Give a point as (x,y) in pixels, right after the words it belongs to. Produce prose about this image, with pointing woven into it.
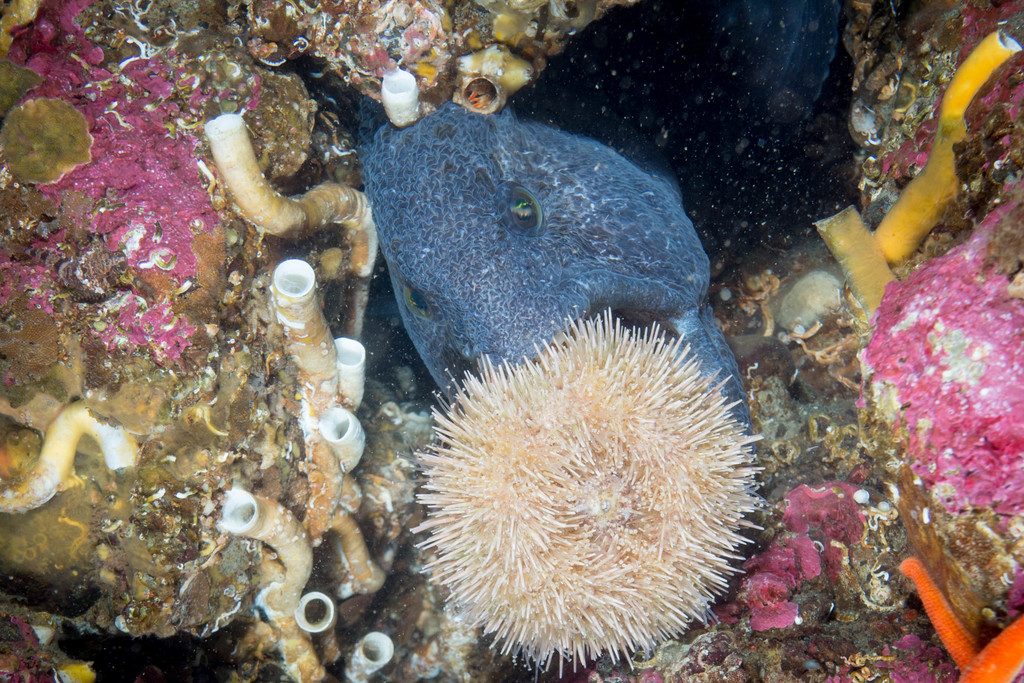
The image is clicked inside the water (570,86). In this picture we can see coral reefs (223,156), fish (479,290) and other living objects (591,569) and water (722,254).
